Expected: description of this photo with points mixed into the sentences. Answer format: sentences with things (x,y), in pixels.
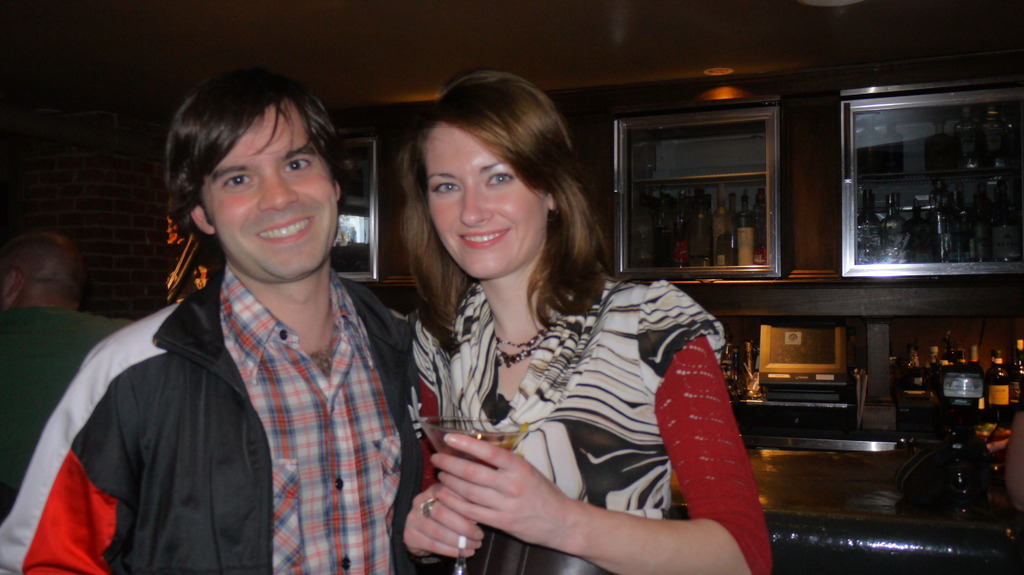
In the foreground (369,328) there is a couple (554,387) standing. The woman (576,388) is holding a glass (507,438). The picture is taken in a bar (771,231). In the background (742,147) there are shelves (883,273), bottles (751,222) and many other objects (972,489). On the right (819,494) there is a desk (830,482). On the left (45,320) there is a person (28,317).
